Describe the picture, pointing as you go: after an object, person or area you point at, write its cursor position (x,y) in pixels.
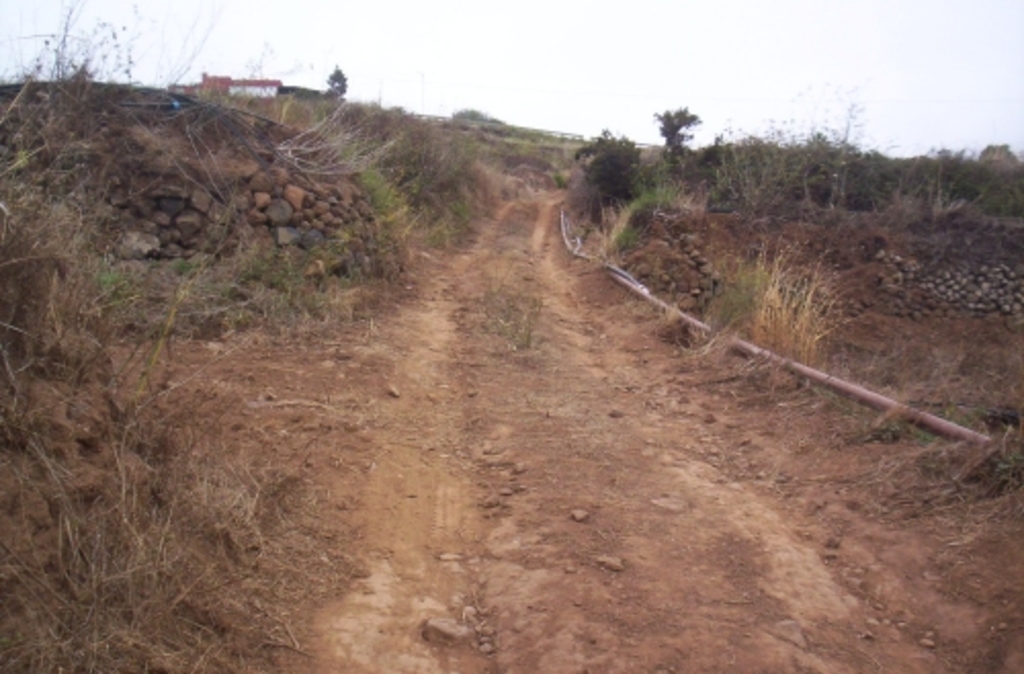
In the image we can see some plants (488,135), grass (511,137), stones (678,235), trees (343,92) and building (261,83). At the top of the image (300,86) there is sky (455,80).
